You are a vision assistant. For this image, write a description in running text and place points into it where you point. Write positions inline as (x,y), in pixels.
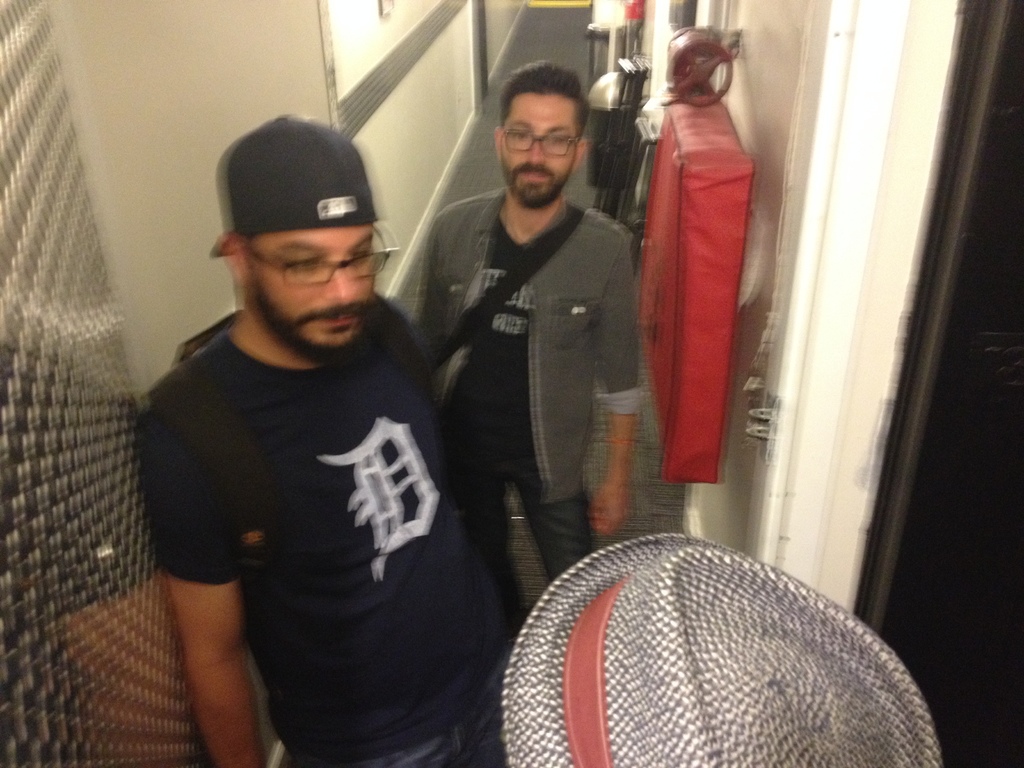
In this picture there are people (381,301) in the center of the image (552,392) and there is a corridor (359,30) at the top side of the image (469,8) and there is a door (950,211) on the right side of the image (952,383).
